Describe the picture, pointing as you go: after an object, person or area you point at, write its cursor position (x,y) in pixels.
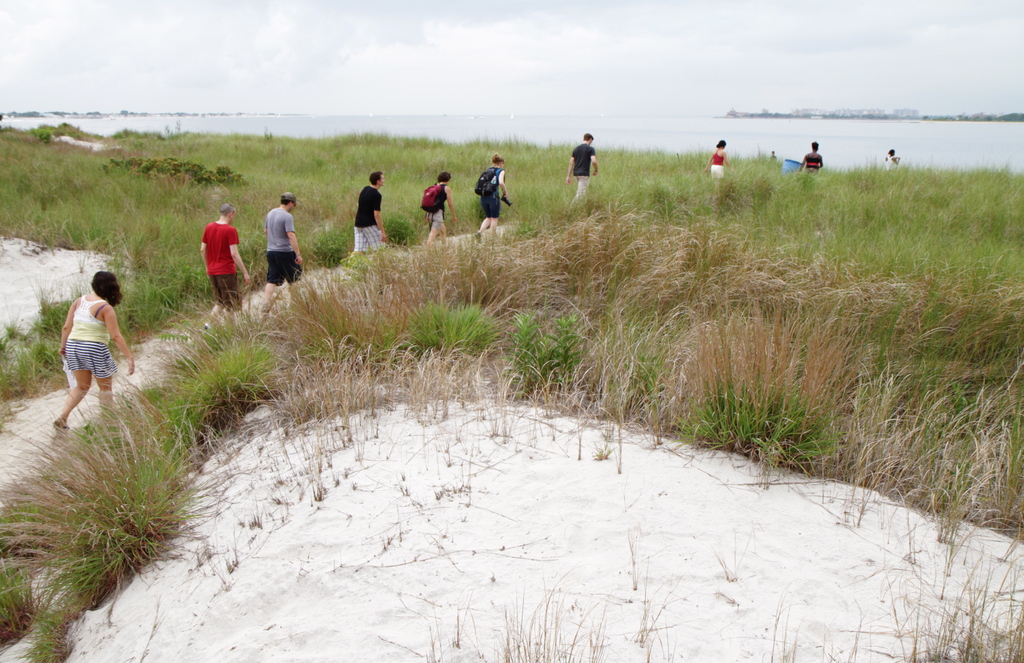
In the center of the image (359,236) we can see some persons (496,221) are walking, some of them are carrying bags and holding camera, cloth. In the background of the image (986,259) we can see water (755,122), plants (501,215). At the bottom of the image (311,574) we can see sand (335,609). At the top of the image (413,87) clouds (413,49) are present in the sky (435,35). At the top right corner (850,115) we can see trees (885,115), buildings (904,115).
